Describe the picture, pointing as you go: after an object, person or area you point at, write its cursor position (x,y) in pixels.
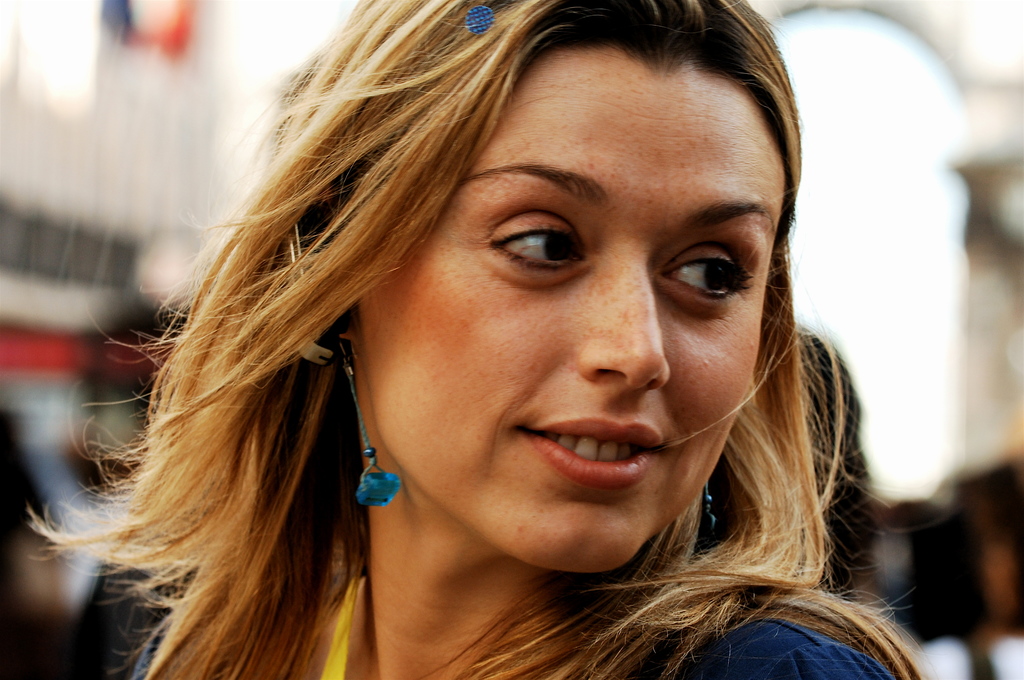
In this image I can see the person (206,438) and the person (668,608) is wearing blue color dress (768,643) and I can see the blurred background (51,14).
